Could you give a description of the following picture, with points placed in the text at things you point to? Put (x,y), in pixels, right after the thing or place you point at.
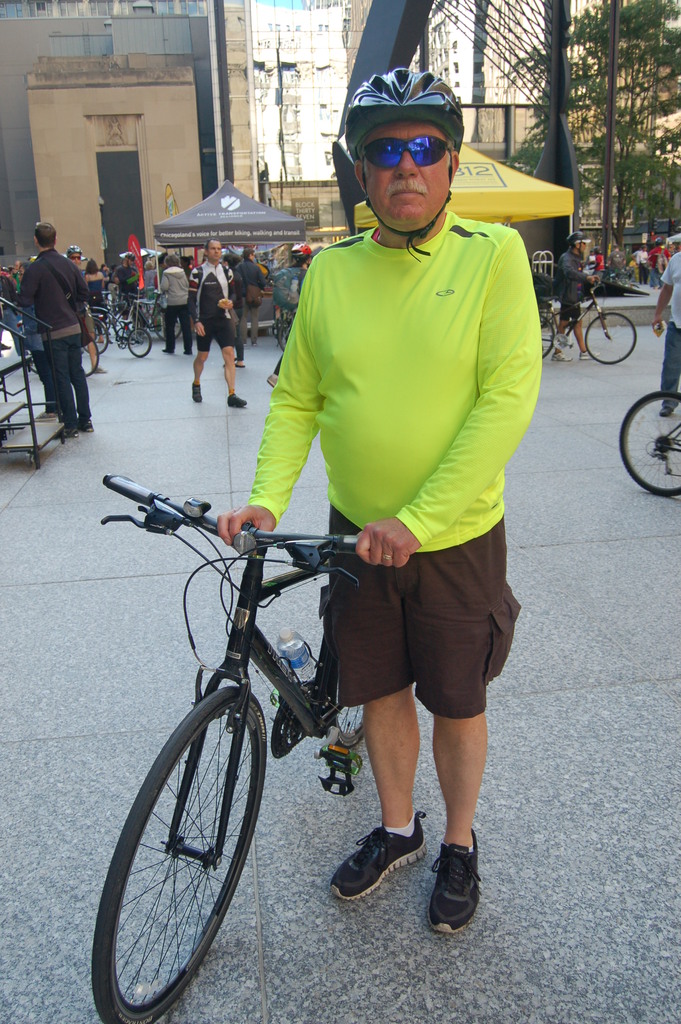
On the background (595,117) we can see buildings (474,21) and trees (650,24). Here i can see few persons (20,296) standing and walking on the road (146,551). We can see a man (428,291) with helmet (425,121), goggles (424,159) holding a bicycle (318,568) and standing. these are stairs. These are umbrellas (459,201) in yellow and blue in color.
